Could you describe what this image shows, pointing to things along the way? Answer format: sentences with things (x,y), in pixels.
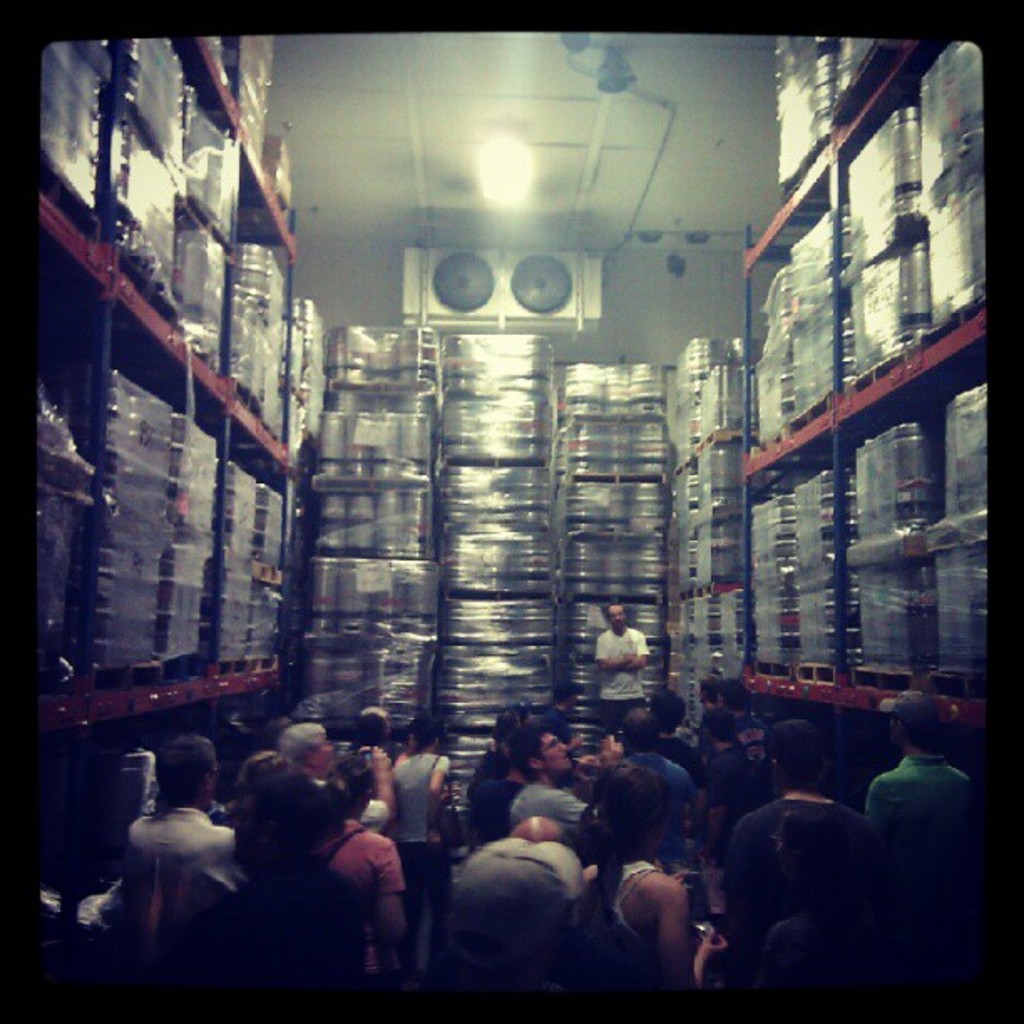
In this image we can see some steel objects (498,446) in the racks (844,457). At the bottom of the image (659,875) there are some persons (670,843). At the top of the image (484,157) there is the ceiling (551,150), lights (506,189) and other objects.
